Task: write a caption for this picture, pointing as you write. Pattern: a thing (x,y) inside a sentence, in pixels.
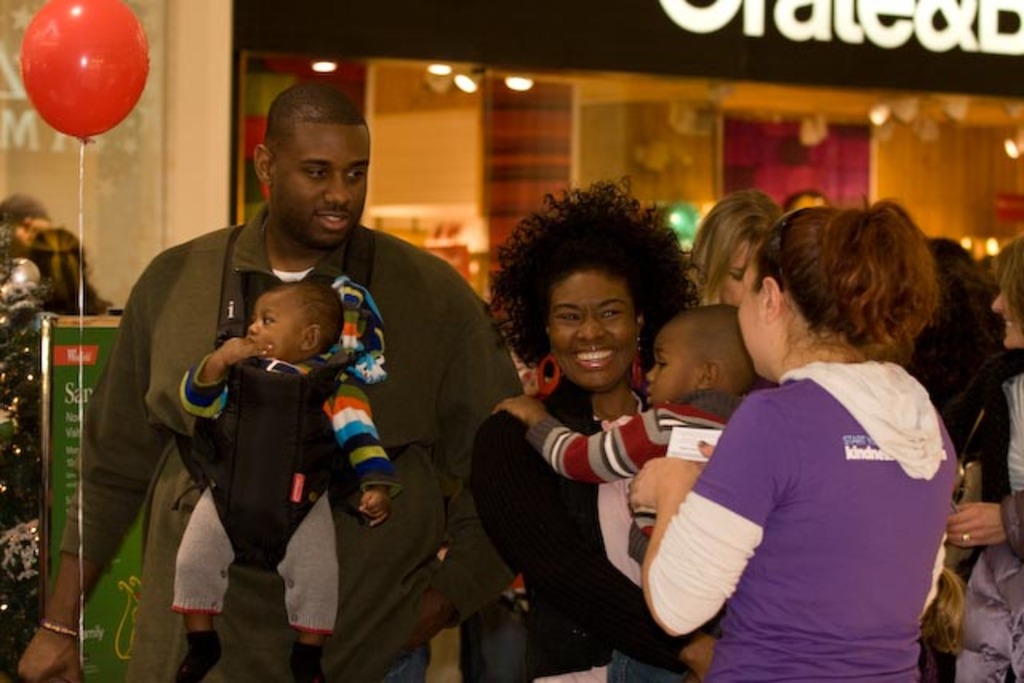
This is an image clicked in the dark. Here I can see a crowd of people (423,412) standing and smiling. A man (433,391) and a woman (617,597) are carrying the babies (645,444). On the left side (98,83) there is a balloon (100,78). In the background (184,83), I can see a wall (180,98) and glass (607,170) through which we can see the inside view of a room (424,112). At the top of the image (815,19) there is a board (761,21). In the background (458,80), I can see few light (445,69).
